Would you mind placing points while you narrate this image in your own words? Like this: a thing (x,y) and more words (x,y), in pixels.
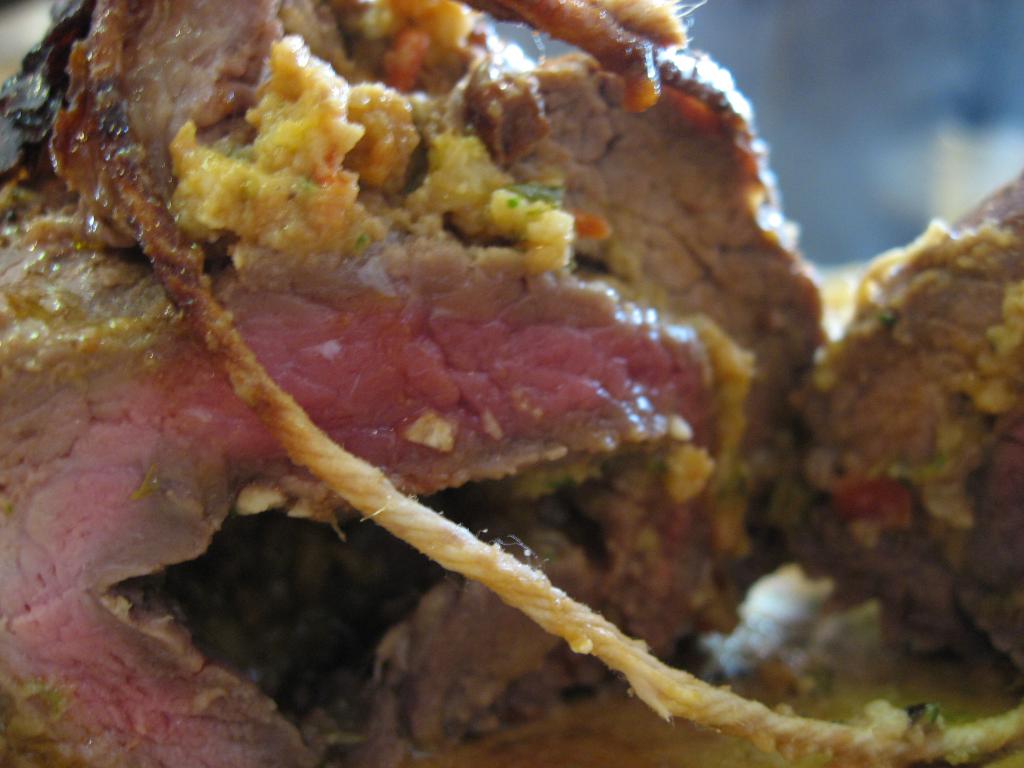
This picture shows meat (721,563) and we see a thread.
